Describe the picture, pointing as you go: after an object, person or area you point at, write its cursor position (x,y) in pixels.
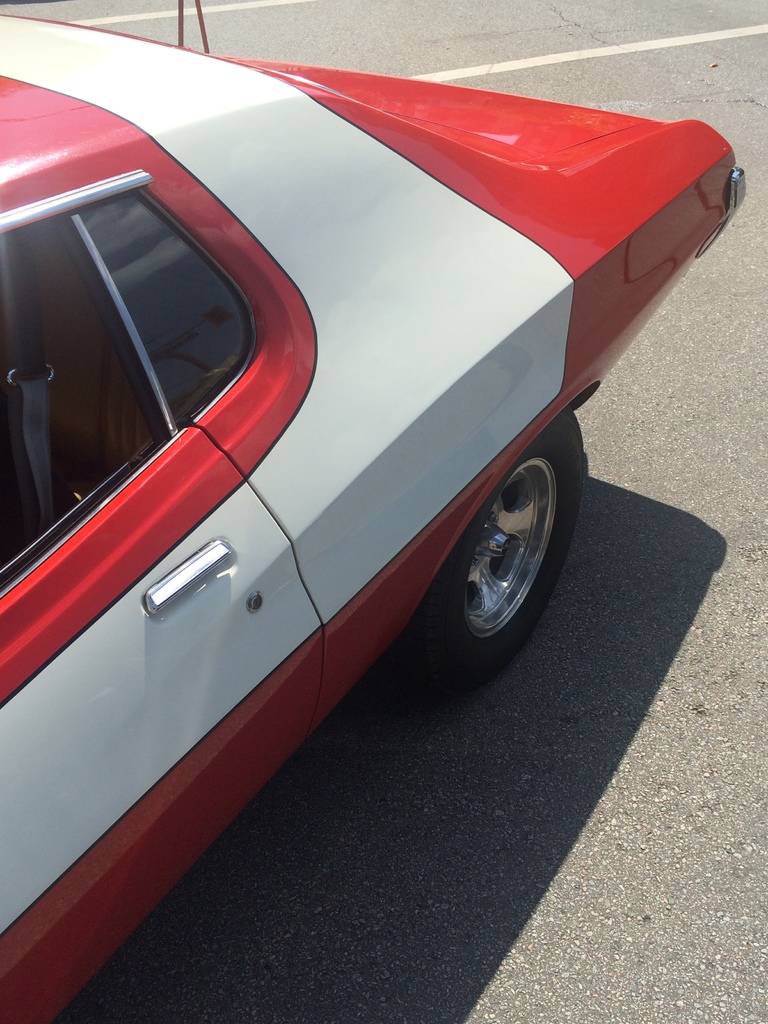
In this image we can see a motor vehicle (367,133) on the road (606,515).
